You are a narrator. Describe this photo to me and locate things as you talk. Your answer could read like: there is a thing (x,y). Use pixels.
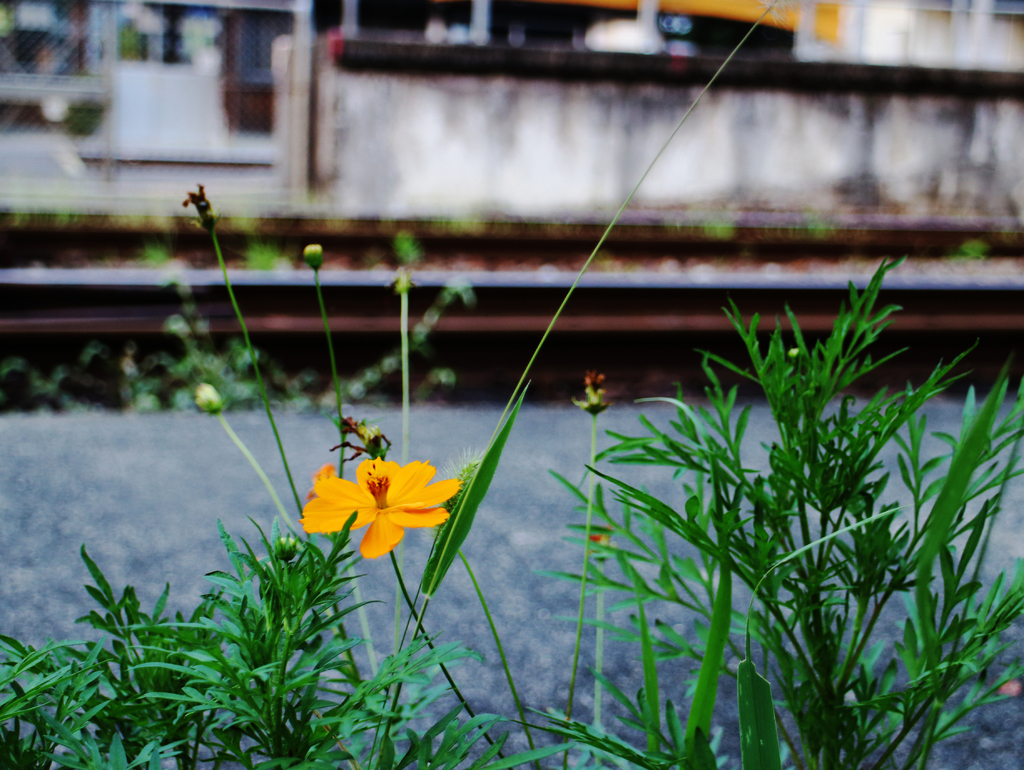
In this picture we can see some flowers (366,543) in the plant (427,607), beside we can see the wall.
